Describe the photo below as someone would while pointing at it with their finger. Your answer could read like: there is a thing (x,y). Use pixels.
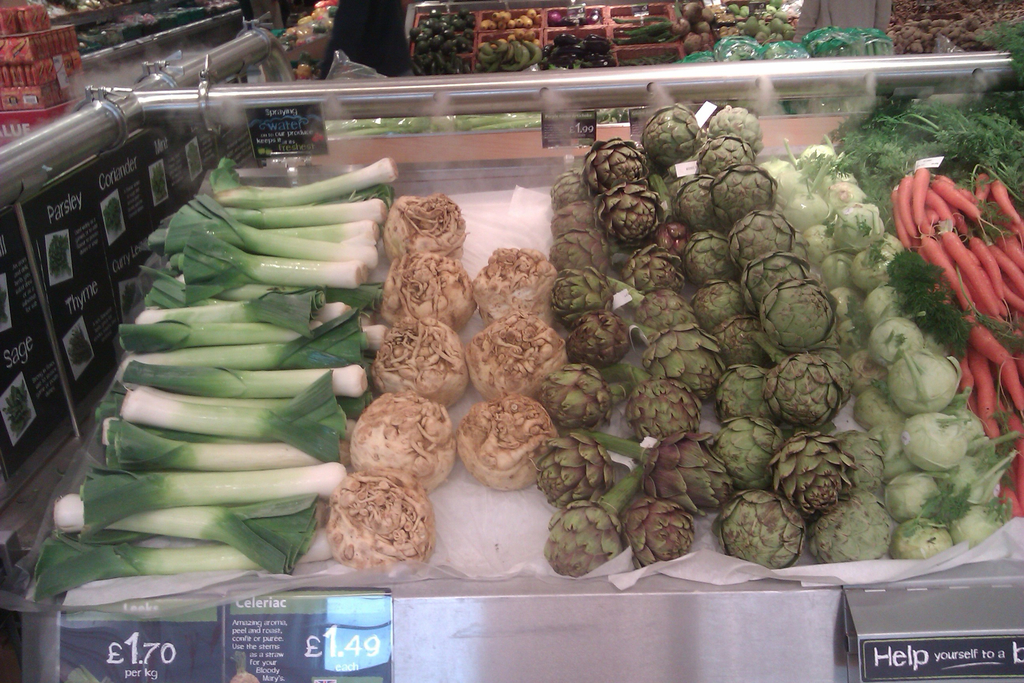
In this picture there are vegetables (216,254) on the tables (653,653) and in the baskets (537,35) and there are boards (162,619) on the table (751,665) and there is text (237,648) and there is price (146,658) on the boards (124,181).
